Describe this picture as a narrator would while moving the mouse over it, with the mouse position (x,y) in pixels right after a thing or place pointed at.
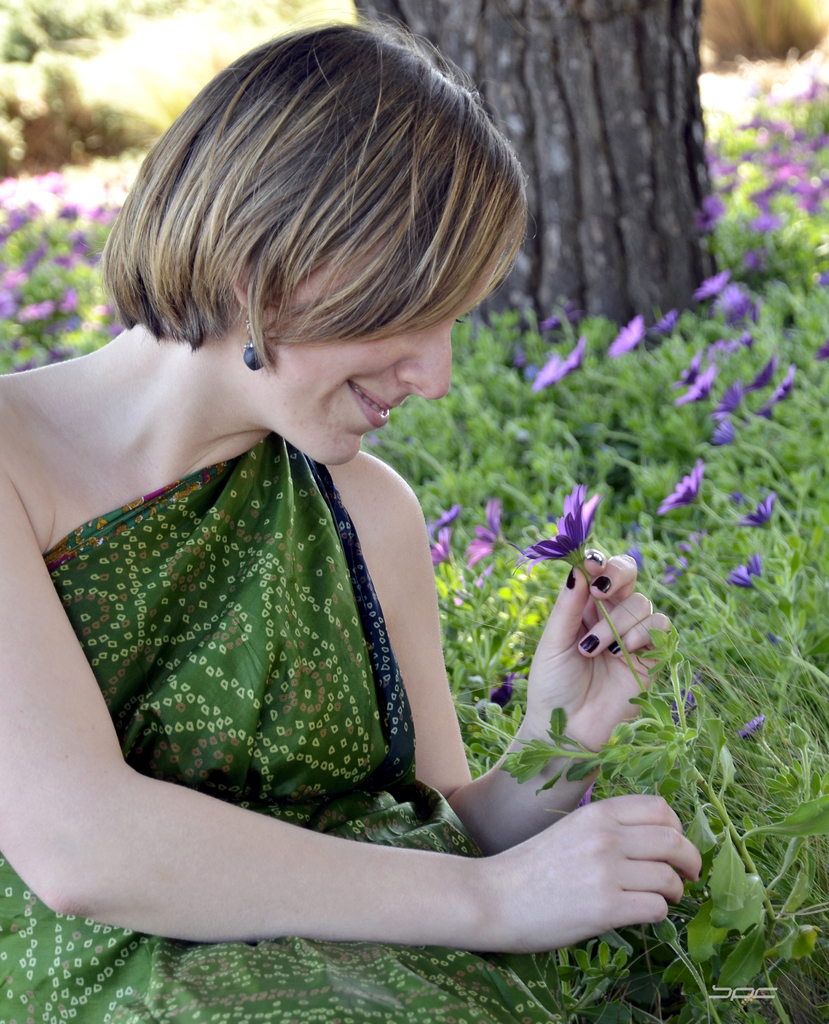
In this image in front (15,488) there is a person (286,561) wearing a smile on her face (380,371) and she is holding the flower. Behind her there are plants (544,431) and flowers (626,344). In the center of the image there is a tree (650,256). There is some text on the right side of the image (729,990).
